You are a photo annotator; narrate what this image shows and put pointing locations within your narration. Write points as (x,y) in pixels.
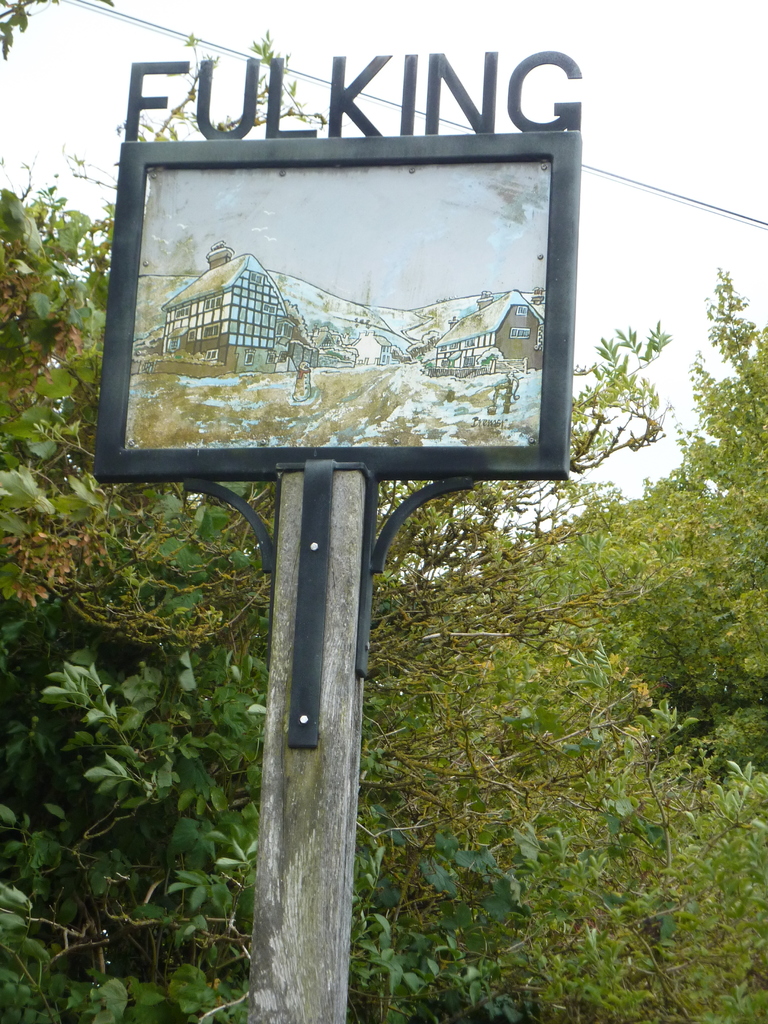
Here in this picture we can see a board (359,282) present on a pole (356,513) over there and on the top of it we can see a name (333,129) present over there and behind that we can see plants (120,532) and trees (121,560) present all over there.
